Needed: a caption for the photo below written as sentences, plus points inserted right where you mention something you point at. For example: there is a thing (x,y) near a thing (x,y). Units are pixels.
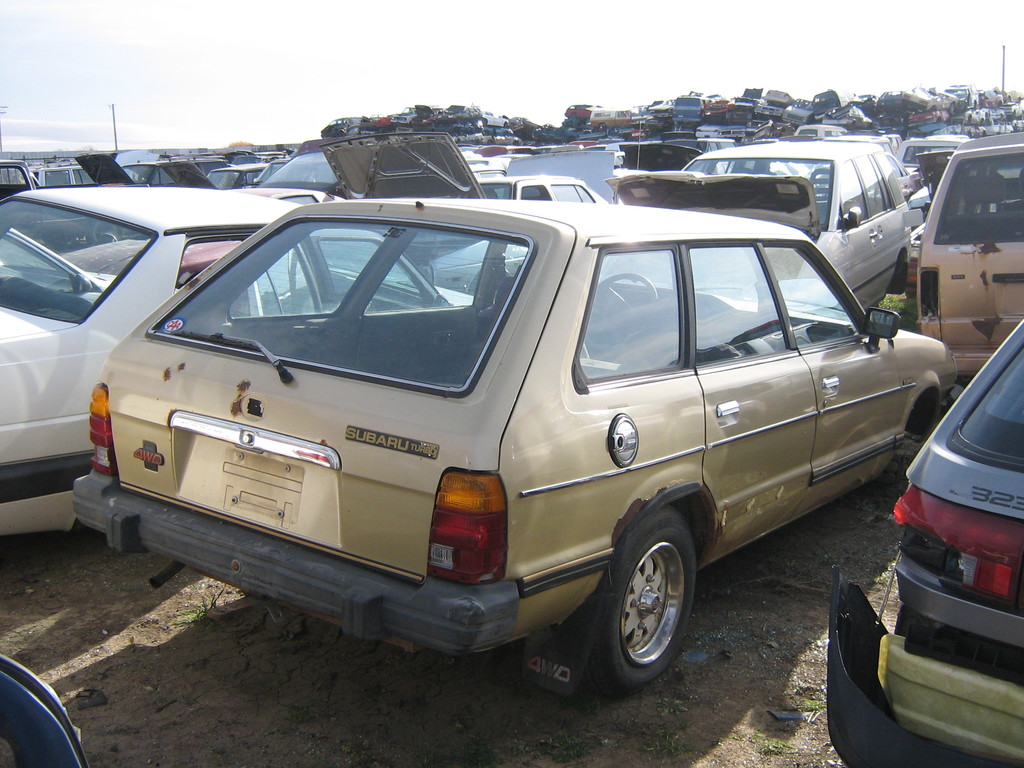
In this image, we can see cars junkyard (267,435). There is a sky (515,56) at the top of the image (429,78).
